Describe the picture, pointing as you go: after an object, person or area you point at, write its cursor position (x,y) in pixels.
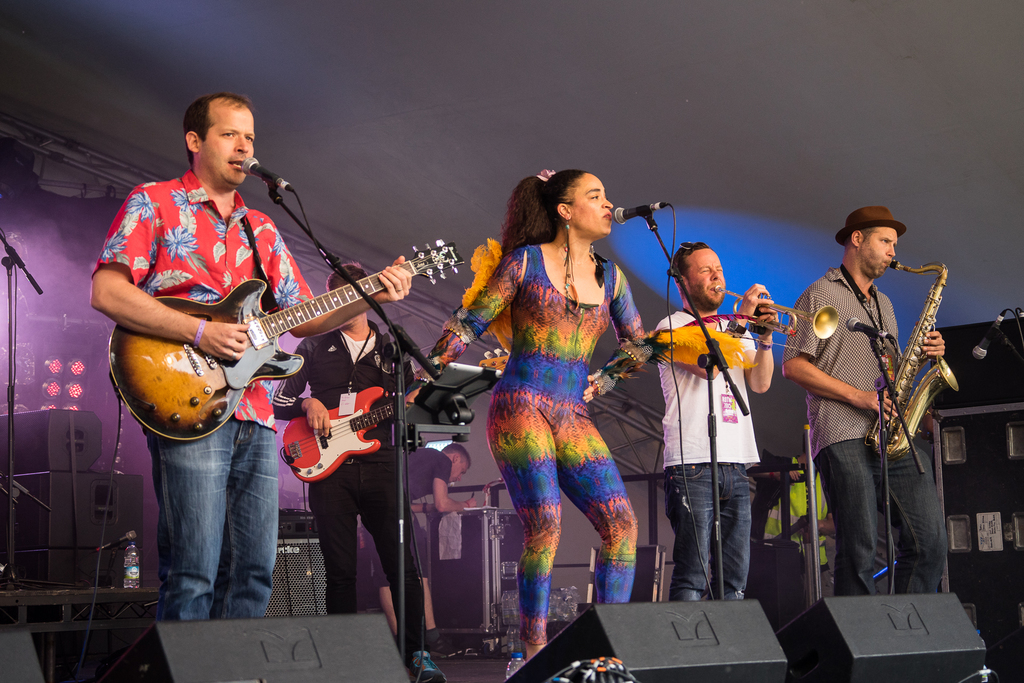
In this image a man (223,604) is standing and playing the guitar (367,279), another woman (474,282) singing a song, another man (675,317) playing trumpet (818,325), another man (813,299) playing saxophone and in the back ground (346,605) there is another person (333,590) playing guitar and another person (421,473) writing in the briefcase (476,560), speakers (50,412) and focus lights (65,374).
